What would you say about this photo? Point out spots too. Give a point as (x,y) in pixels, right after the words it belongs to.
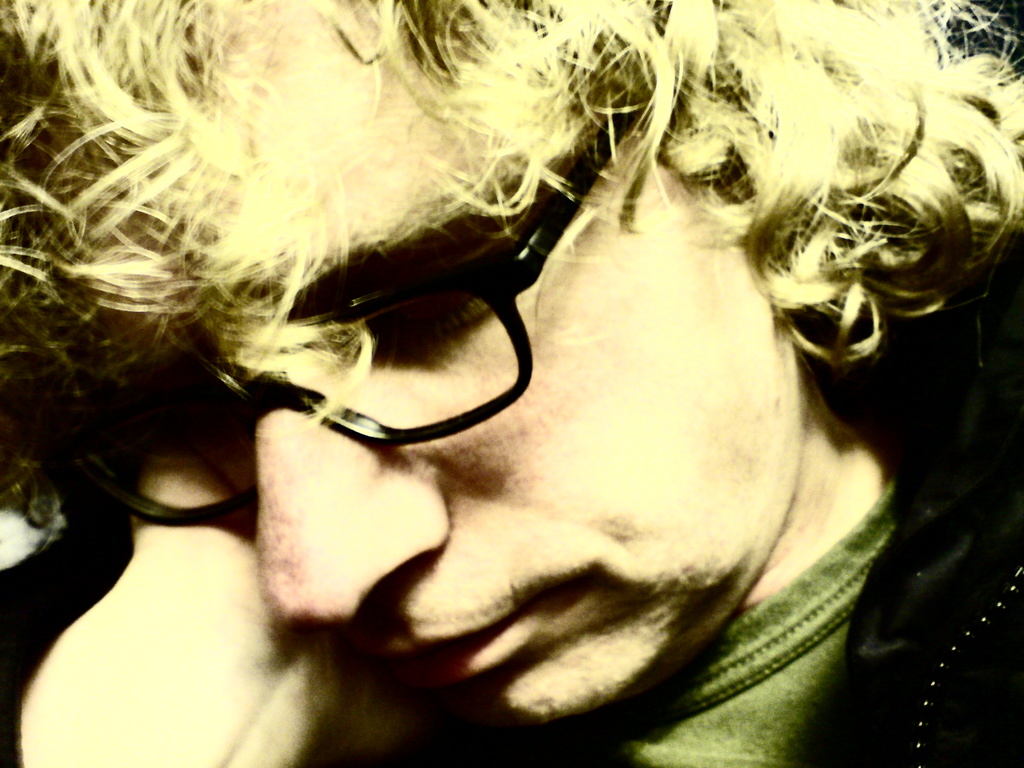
In the image I can see a person face (440,446) who is wearing the spectacles (523,276).
